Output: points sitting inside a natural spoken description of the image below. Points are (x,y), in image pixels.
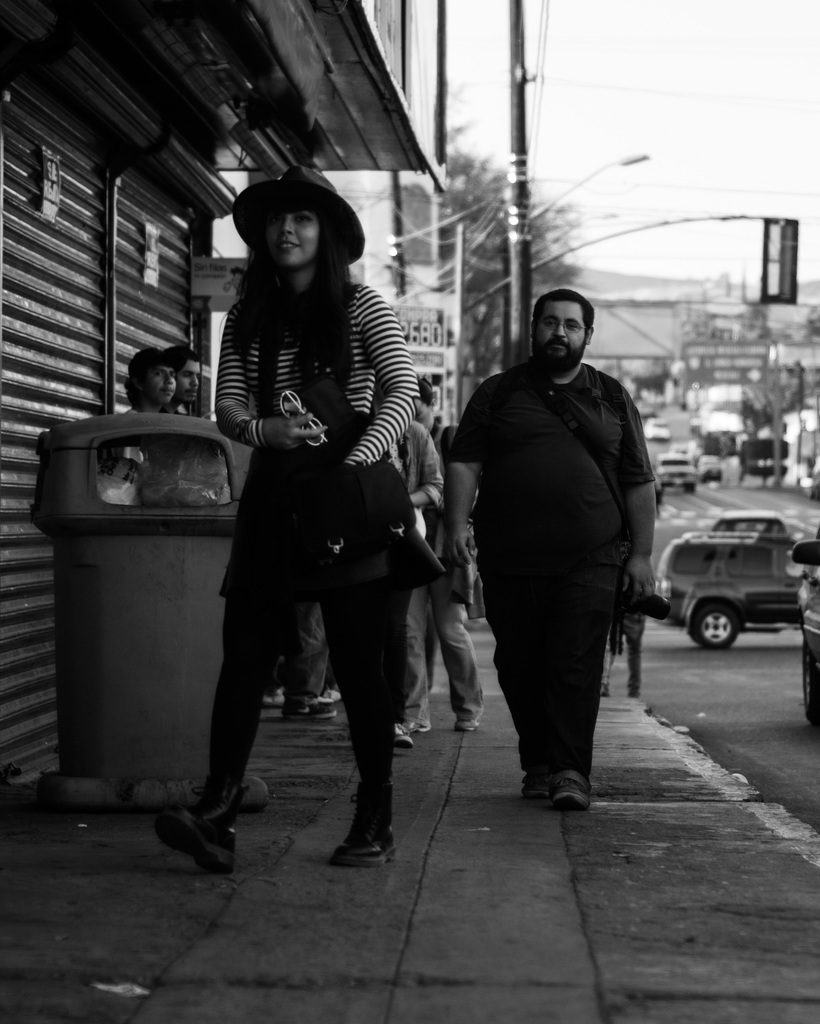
In this photo i see a girl (359,293) wearing a hat (238,218) and some people (138,382) are standing over here. This is the shutter (71,253) and some cars (734,426) are backside of this man (598,376).
